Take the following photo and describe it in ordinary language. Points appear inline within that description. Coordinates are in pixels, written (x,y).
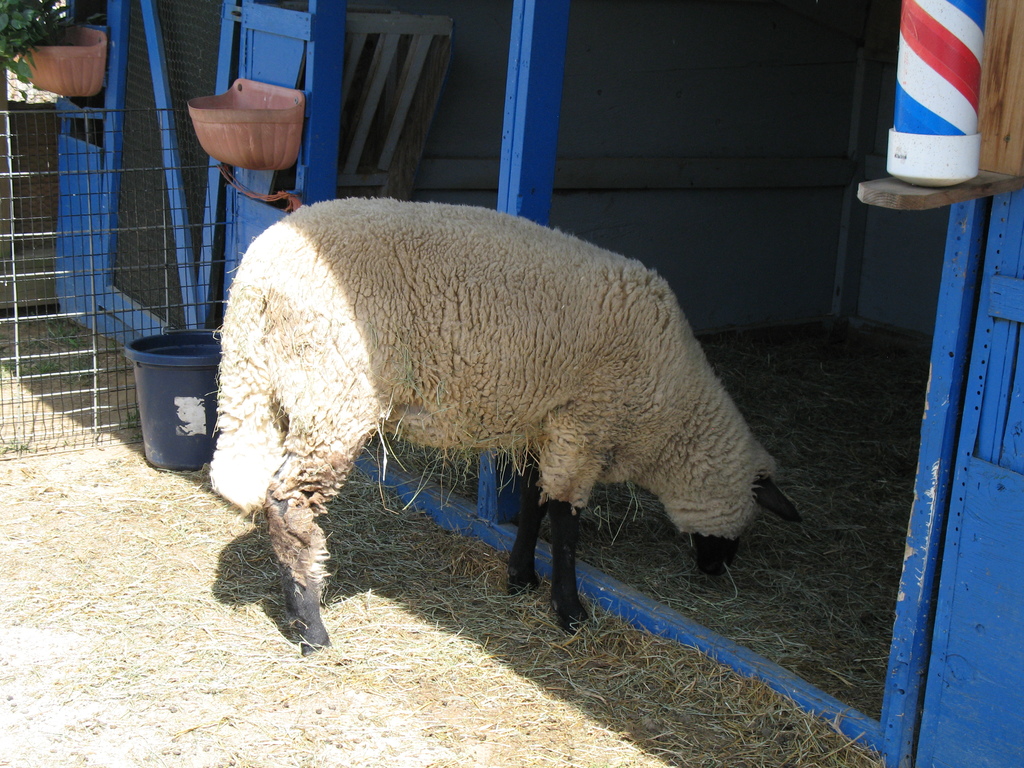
In the foreground of this image (479,408), there is a sheep (461,420) eating grass (779,595). On the right (961,532), it seems like a shelter (960,379). On the left (58,269), there is a mesh (90,210), a bucket (173,401), two pots (244,130) and the leaves (27,26) in the left top corner (22,28). We can also see an object (929,105) at the top right (925,147).
